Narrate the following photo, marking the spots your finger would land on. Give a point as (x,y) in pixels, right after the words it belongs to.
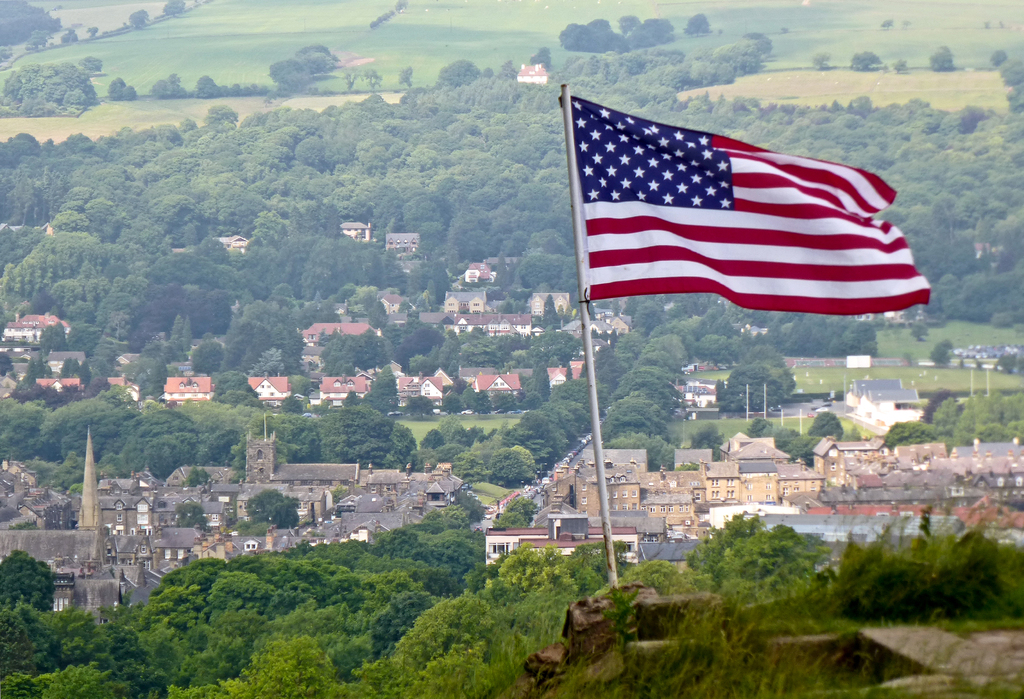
In this image we can see there is a flag (638,210), trees (643,379), buildings (459,489) and grass (303,45) on the surface (432,44).
